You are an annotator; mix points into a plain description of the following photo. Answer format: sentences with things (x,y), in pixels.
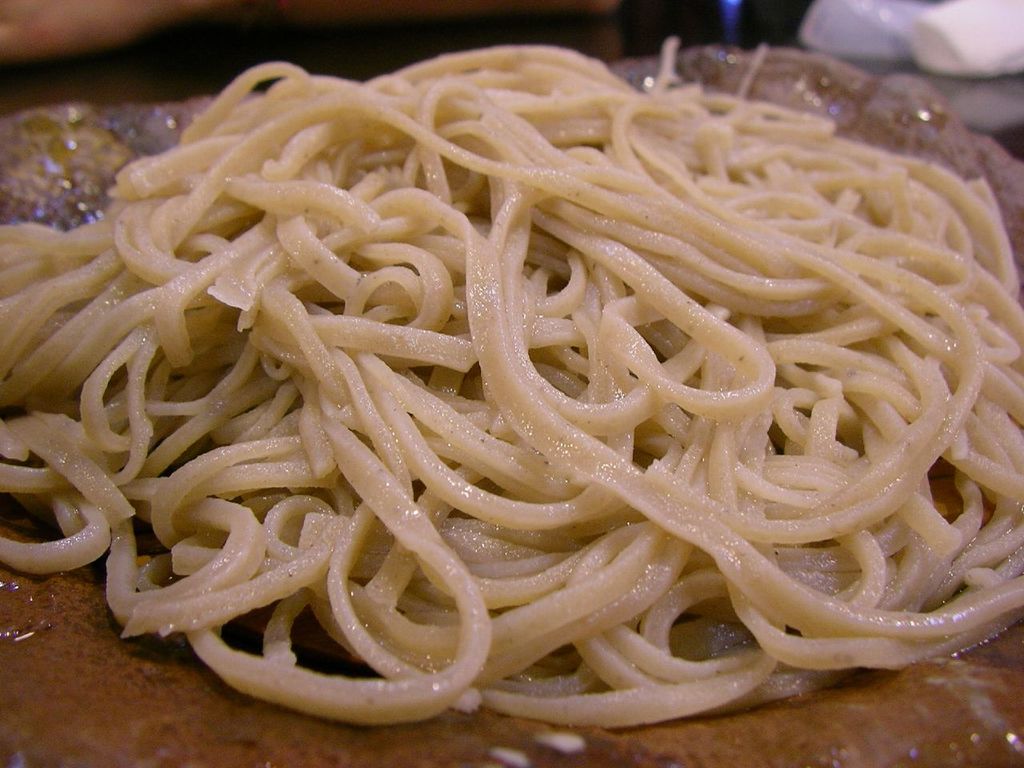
In this picture, we see the noodles (469,446). At the bottom (174,726), it is brown in color. At the top (489,19), it is black in color. In the right top (866,22), we see an object (968,64) in white color.
